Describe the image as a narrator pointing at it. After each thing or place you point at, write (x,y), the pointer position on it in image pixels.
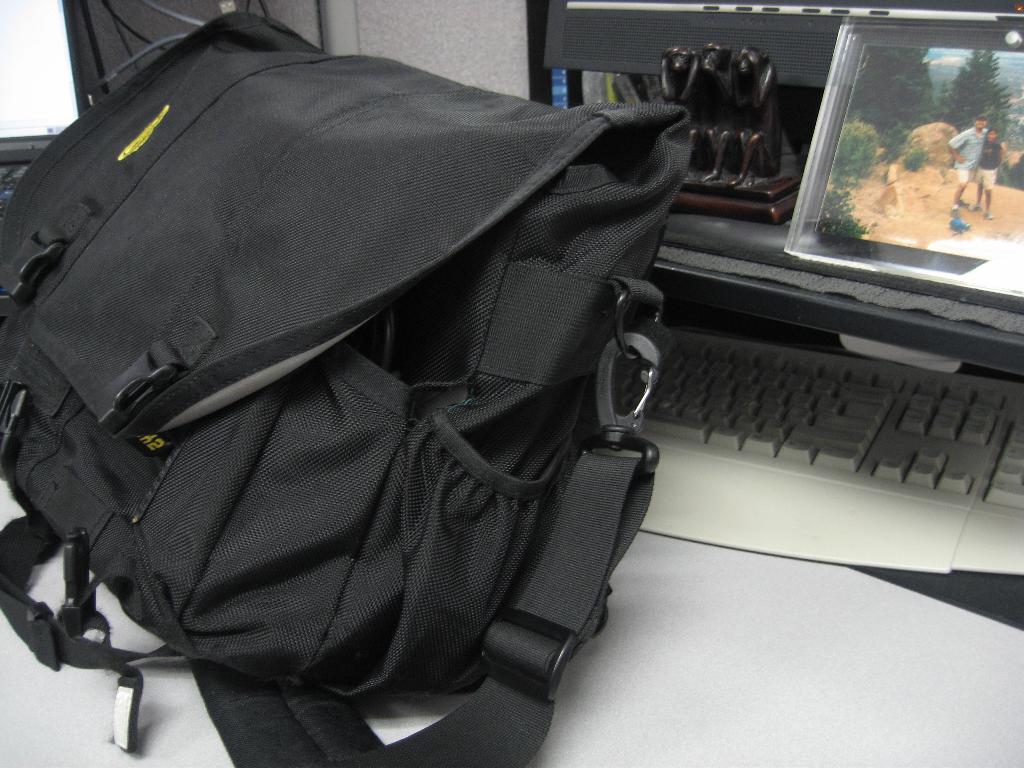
We can see black color bag (150,250), screen (26,65), keyboard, sculpture (726,66), monitor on the table (830,679).
